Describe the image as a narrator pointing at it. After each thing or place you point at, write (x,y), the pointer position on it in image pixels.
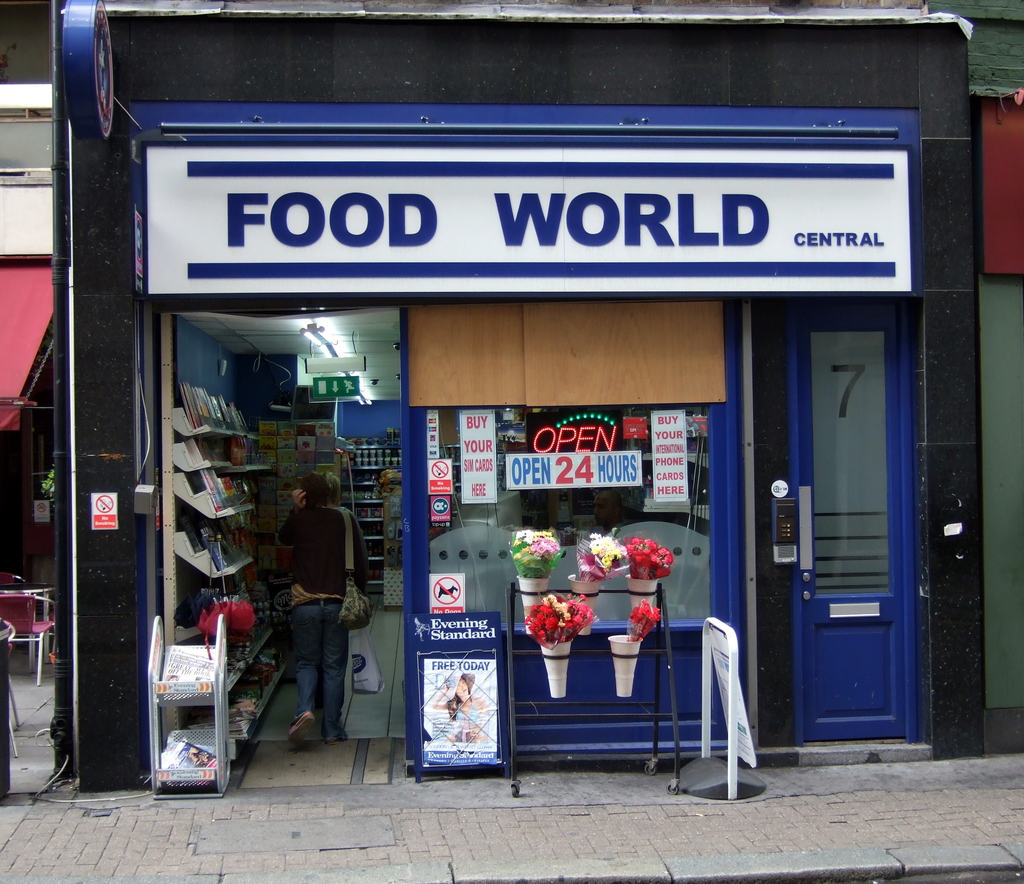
This picture consists of shop (690,352), inside of shop (316,408) there is a person (313,570) and rack (212,501), there are books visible in the rack (252,464), in front of shop (700,604) a stand (508,641) visible and flower (634,621), bouquet (545,569) kept on it, on the wall (946,223) of the shop (498,181) there is a board (271,194), on board (426,190) there is a text (341,204) visible, on the left side (19,262) I can see a tent (27,355) and I can see a chair (47,631).
